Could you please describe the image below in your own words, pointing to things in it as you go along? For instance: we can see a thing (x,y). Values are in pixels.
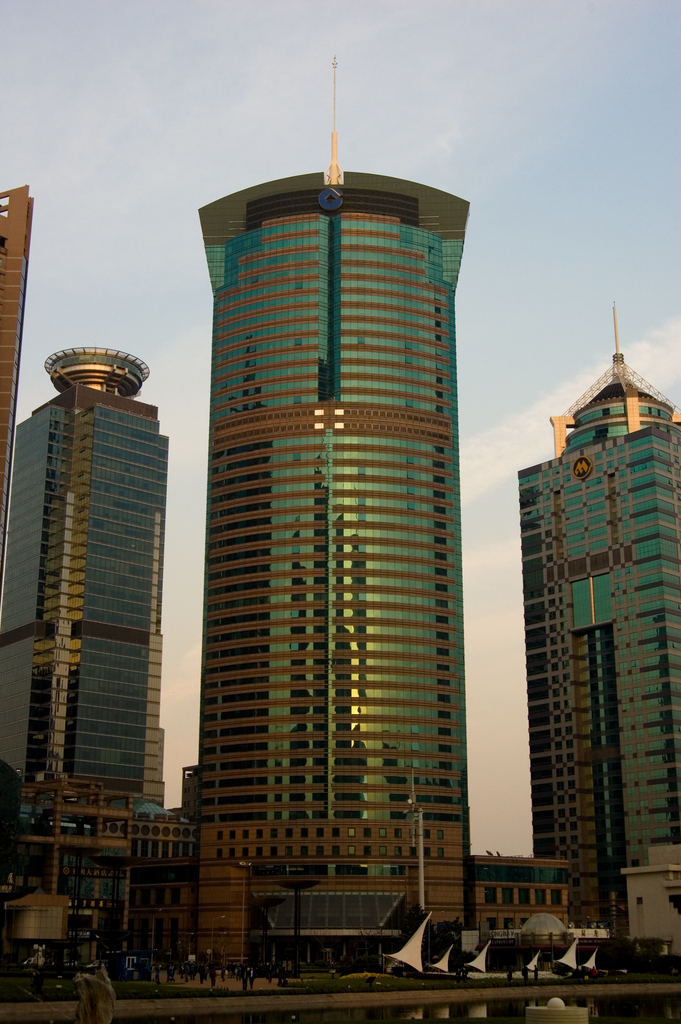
There is a pool (424,1014). In the background (203,965), there are persons (180,970) on the ground (299,981) near grass (364,985) on the ground (494,996), there are towers (412,331) and clouds (143,202) in the blue sky (179,203).
